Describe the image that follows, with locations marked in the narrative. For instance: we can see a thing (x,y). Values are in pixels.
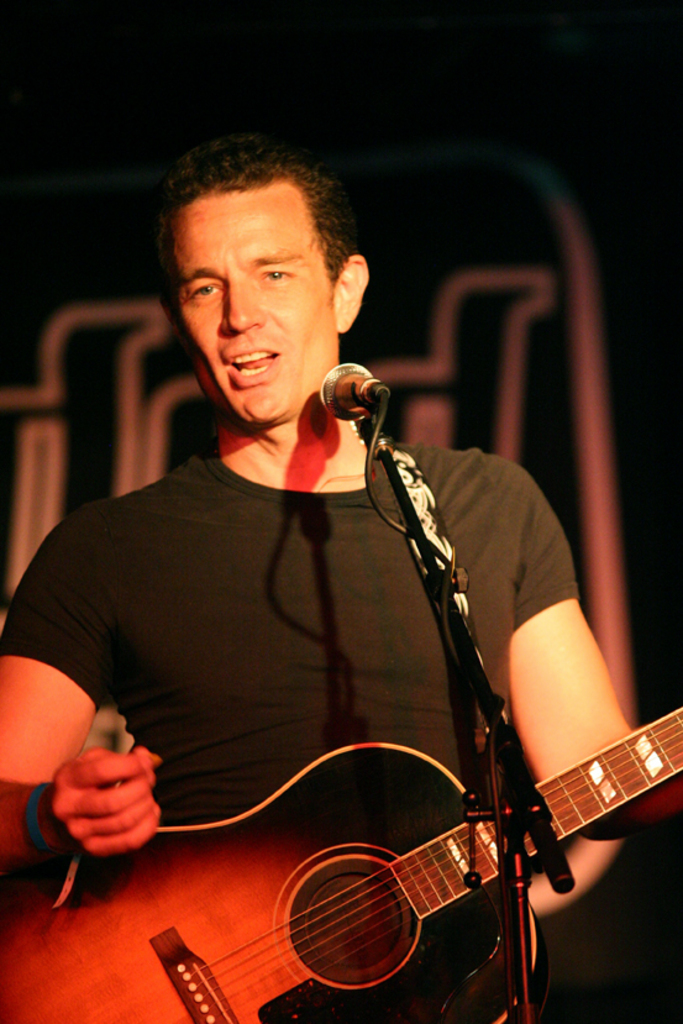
A man (299,577) with black t-shirt (256,601) is standing. And he is holding a guitar (343,824). In front of him there is a mic (356,381). He is singing.
